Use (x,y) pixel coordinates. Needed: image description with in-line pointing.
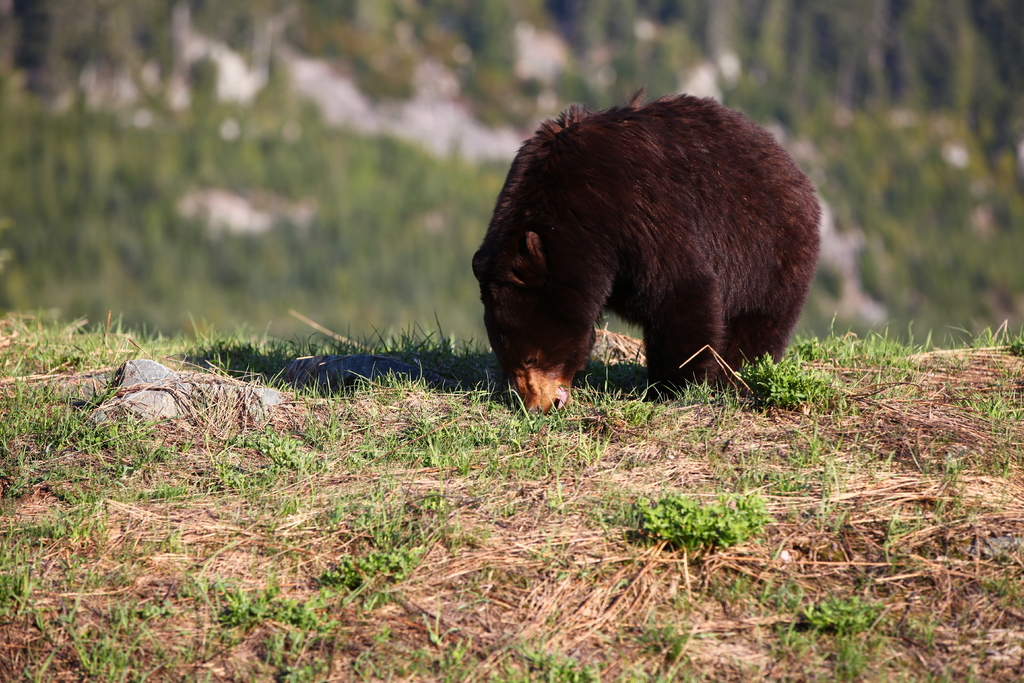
This picture is clicked outside. In the foreground (170,457) we can see the grass (402,387) and the ground (33,347). In the center (548,312) there is an animal (574,203) which seems to be the bear (684,173), standing on the ground (10,359) and seems to be eating grass (565,415). In the background (543,40) we can see the trees (491,85), plants (405,178) and some other objects (502,137).
